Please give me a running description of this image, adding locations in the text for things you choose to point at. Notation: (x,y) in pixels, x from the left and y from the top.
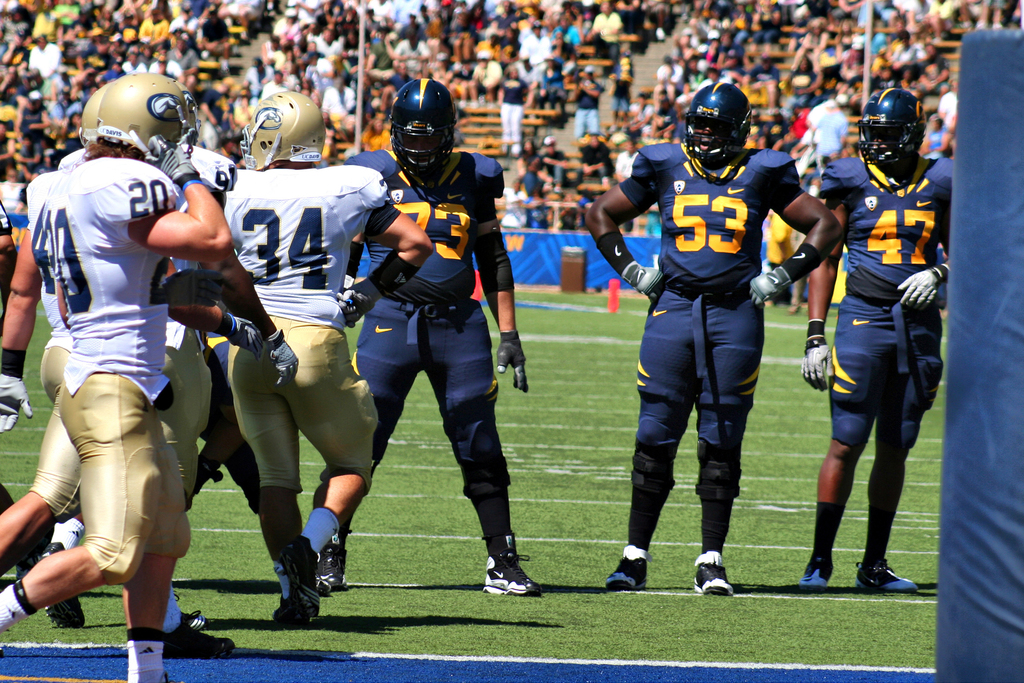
As we can see in the image there are few people (441,190) here and there. People (468,220) in the front (263,382) are wearing helmets (157,115). There is grass (384,615), banner (534,247), chairs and stairs (664,49).
